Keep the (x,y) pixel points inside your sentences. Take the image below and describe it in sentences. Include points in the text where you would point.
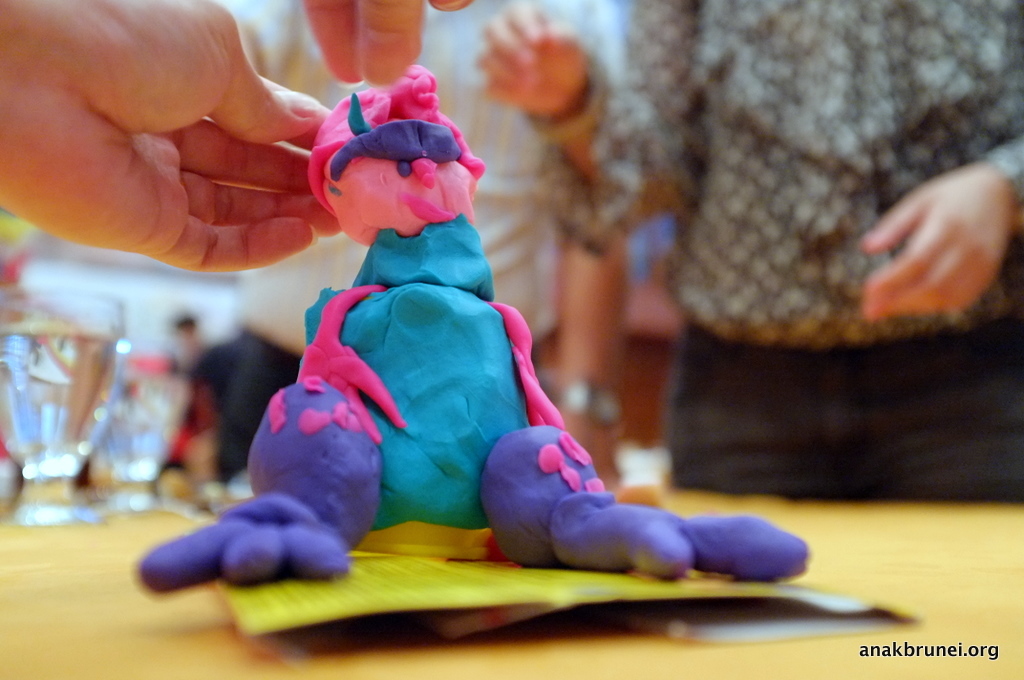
In this picture we can see some persons (854,288). This is table (778,642). On the table (96,642) there is a toy (395,416) and glasses (147,436).
